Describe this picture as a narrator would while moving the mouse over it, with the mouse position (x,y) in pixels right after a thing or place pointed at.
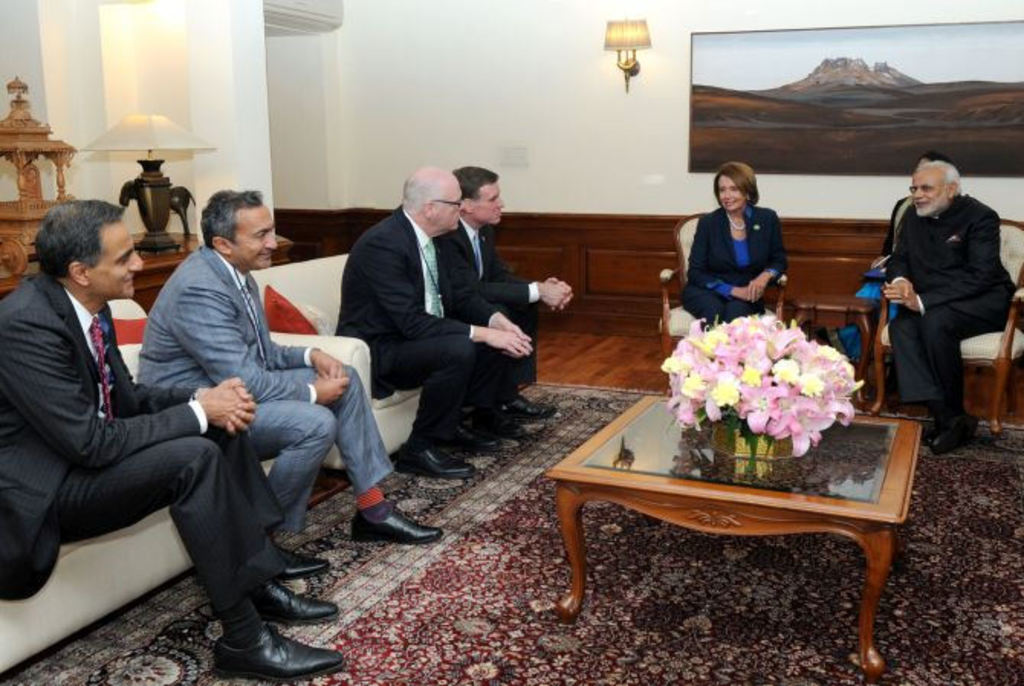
In this picture we can see five men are sitting on the chairs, and one woman (734,276) sitting on a chair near the table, on the table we can see a flower vase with flowers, in the background (645,299) we can see a wall (657,294) with a poster (809,130) of painting and a lamp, a men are wearing a blazers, ties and shirts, and on the floor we can see a floor mat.
